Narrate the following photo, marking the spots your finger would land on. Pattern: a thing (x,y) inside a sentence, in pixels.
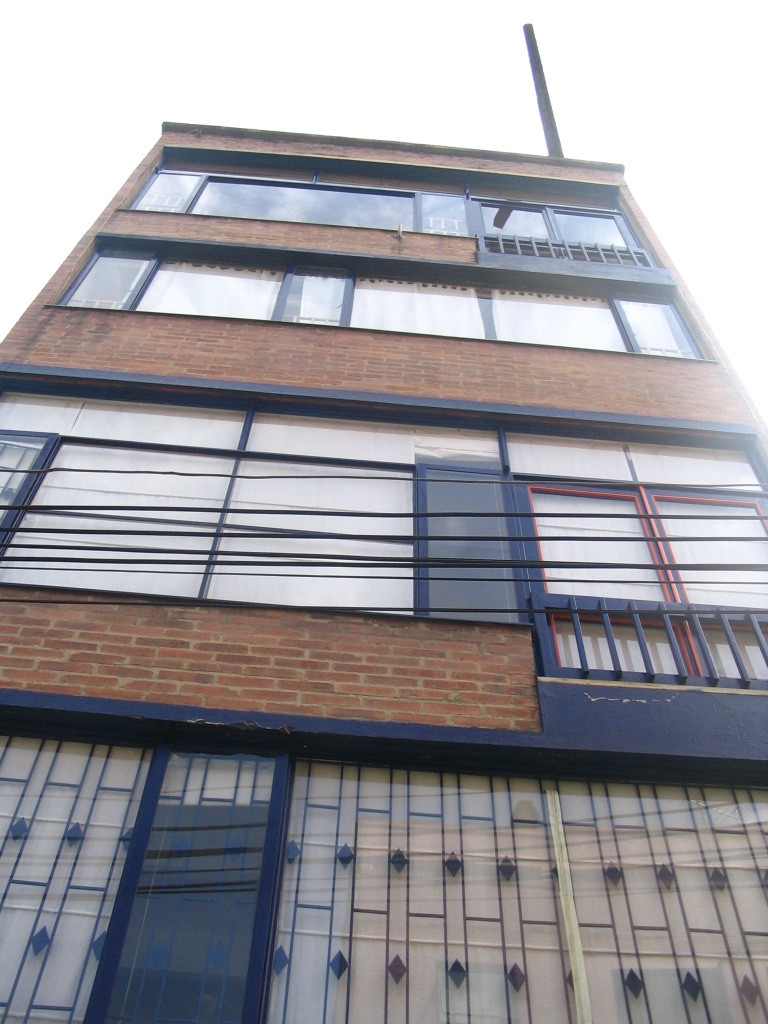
In this image there is a big building (237,793) with glasses (315,272).
